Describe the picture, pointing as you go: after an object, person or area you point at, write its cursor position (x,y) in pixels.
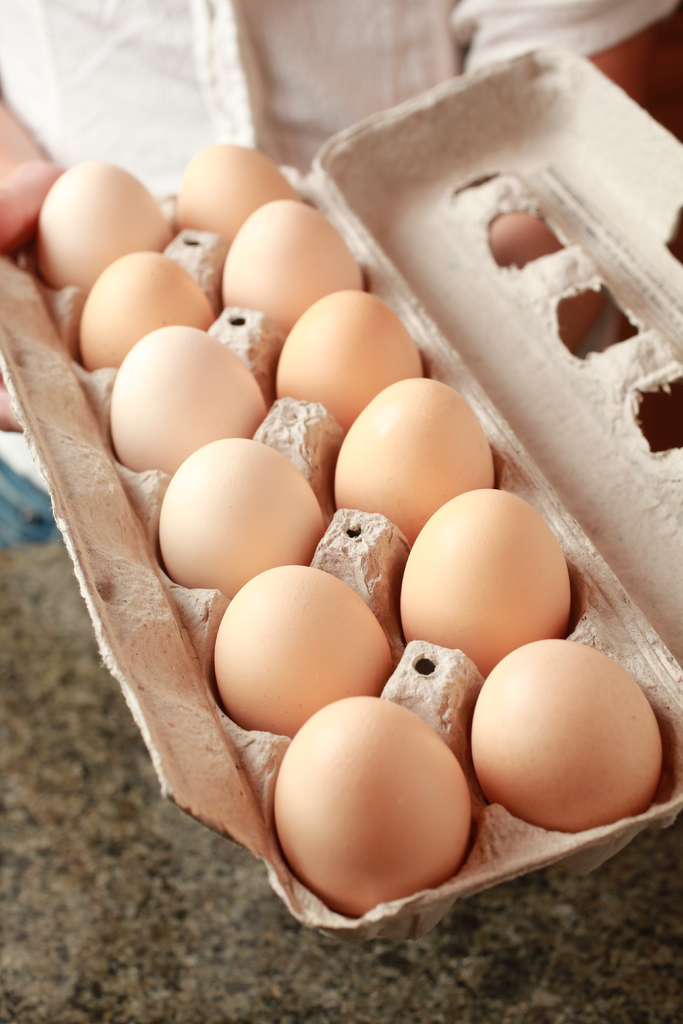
In this picture I can observe eggs (381,361) placed in the egg tray (140,566). These eggs (226,286) are in cream color.
